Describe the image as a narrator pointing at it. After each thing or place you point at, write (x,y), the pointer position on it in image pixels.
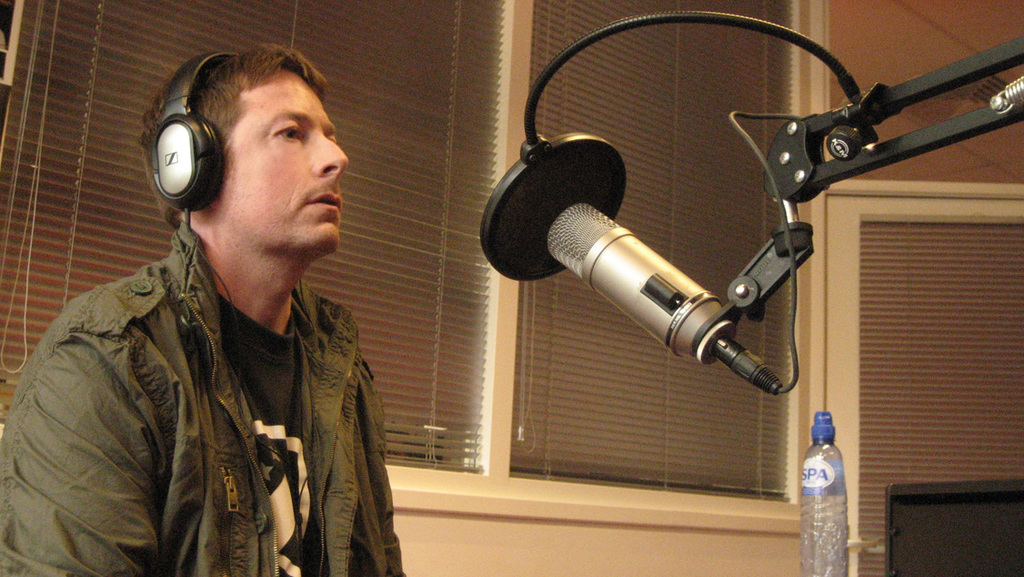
In this picture I can see a man (262,326) is wearing a headset (186,177) and he is sitting and I can see a microphone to the stand (797,135) and I can see a water bottle (825,507) and a screen (992,506) on the right side (912,514) and I can see blinds (703,281) to the window (586,106).
